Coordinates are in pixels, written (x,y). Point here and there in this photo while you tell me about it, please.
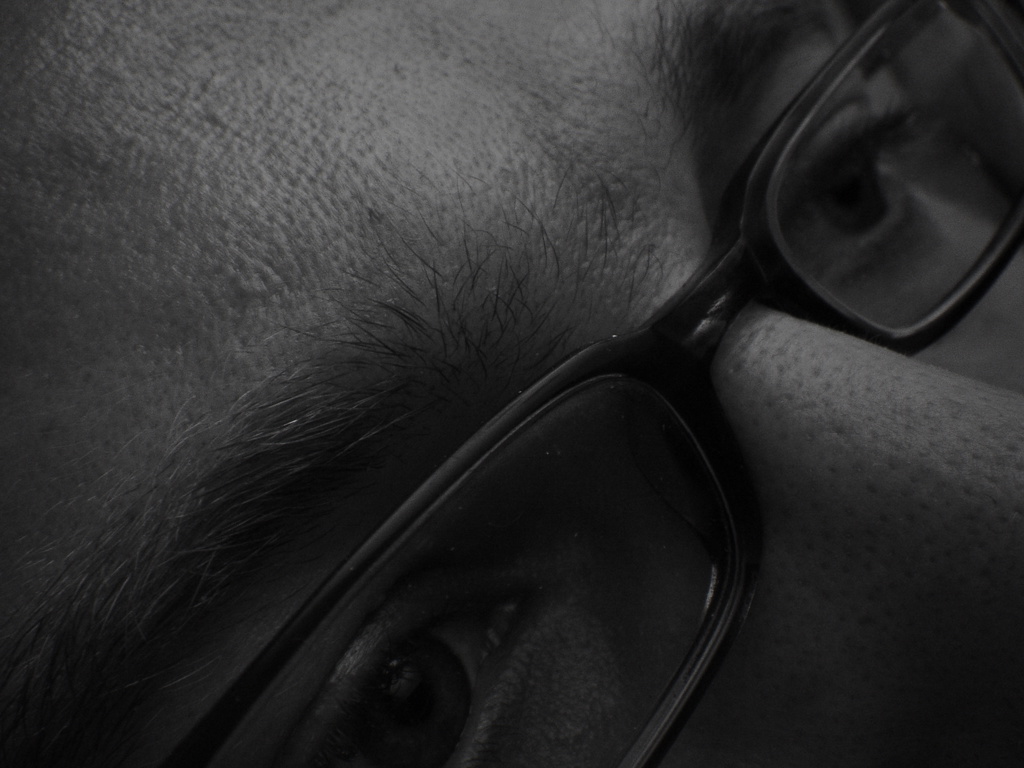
I see this is a black and white image and I see a person's face (309,192) and I see the spectacle (698,353).
